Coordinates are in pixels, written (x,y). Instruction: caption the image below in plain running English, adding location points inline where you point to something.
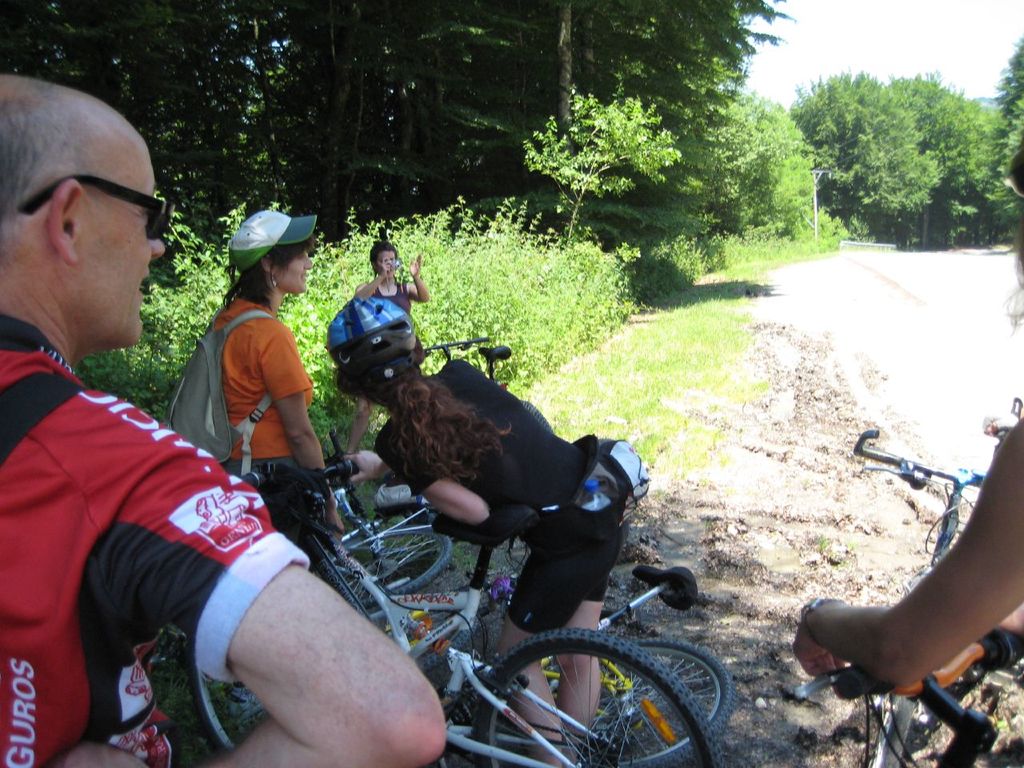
In this image we can see some trees (687,174), pole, walkway (906,282) and some other objects (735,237). At the bottom of the image (1003,515) there are some persons (0,366) and bicycles (640,647). In the background of the image (964,71) there is the sky (1018,6).
